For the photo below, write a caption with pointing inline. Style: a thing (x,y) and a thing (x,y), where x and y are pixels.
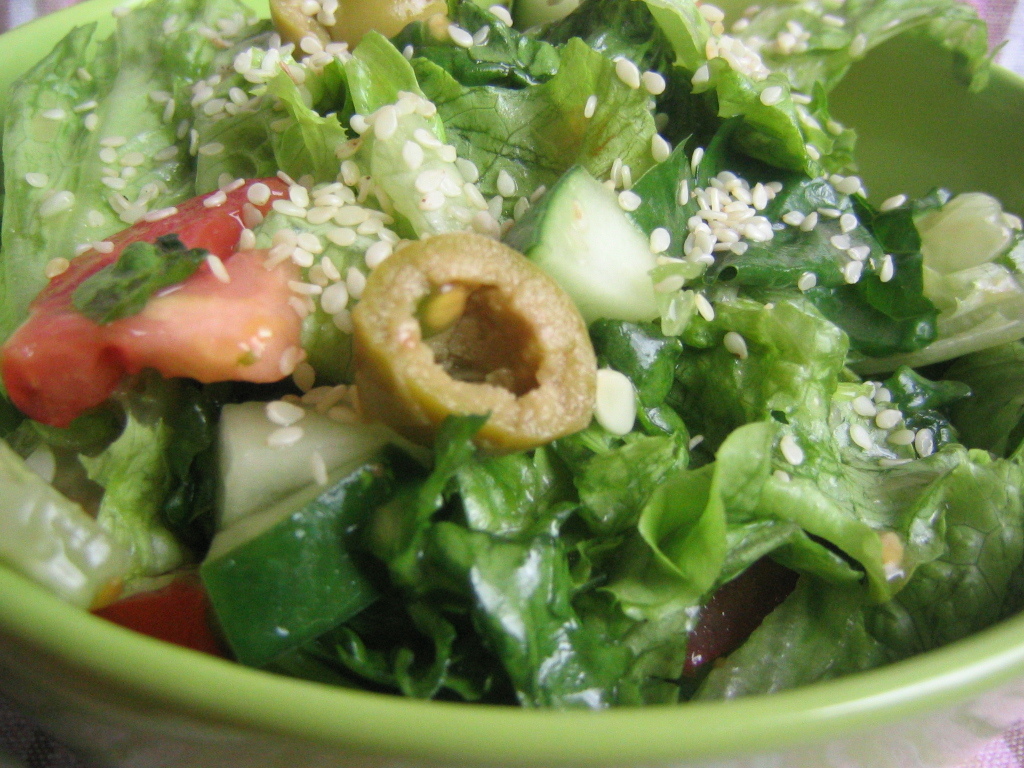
In this image we can see a bowl (427,499) containing salad (663,521).
